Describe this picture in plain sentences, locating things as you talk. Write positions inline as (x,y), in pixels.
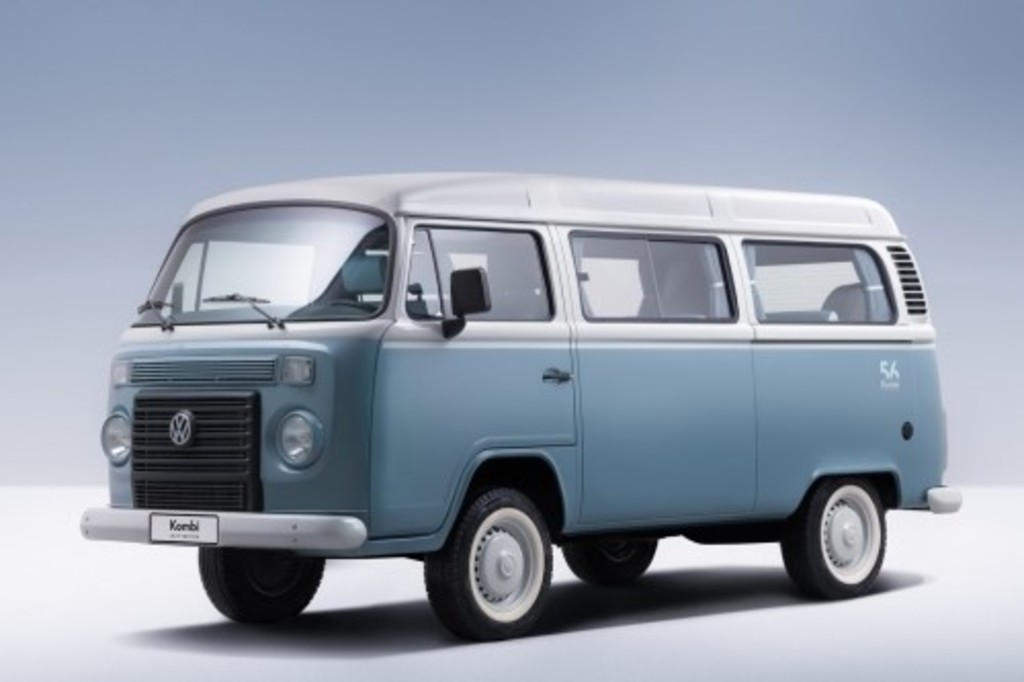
In this picture we can see a vehicle (654,496) and there is a white background (884,128).
